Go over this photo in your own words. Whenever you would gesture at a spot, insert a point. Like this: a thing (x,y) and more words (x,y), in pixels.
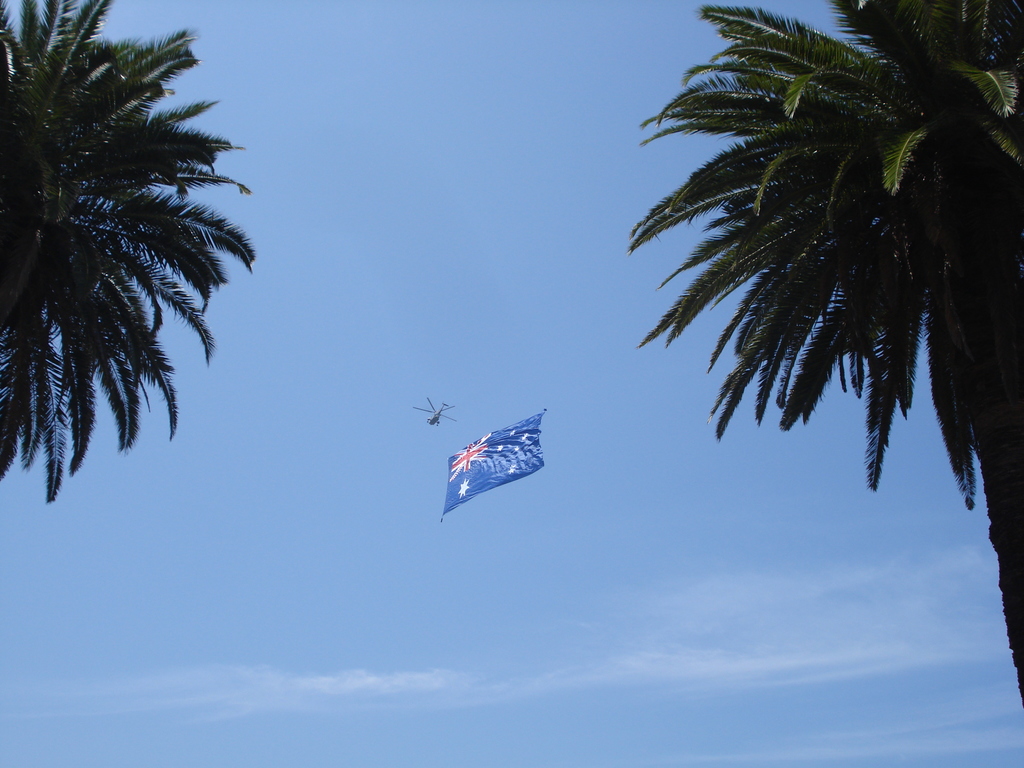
We can see trees (49,76) and we can see helicopter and flag (472,480) in the air (472,437). We can see sky (259,571) in blue color.
